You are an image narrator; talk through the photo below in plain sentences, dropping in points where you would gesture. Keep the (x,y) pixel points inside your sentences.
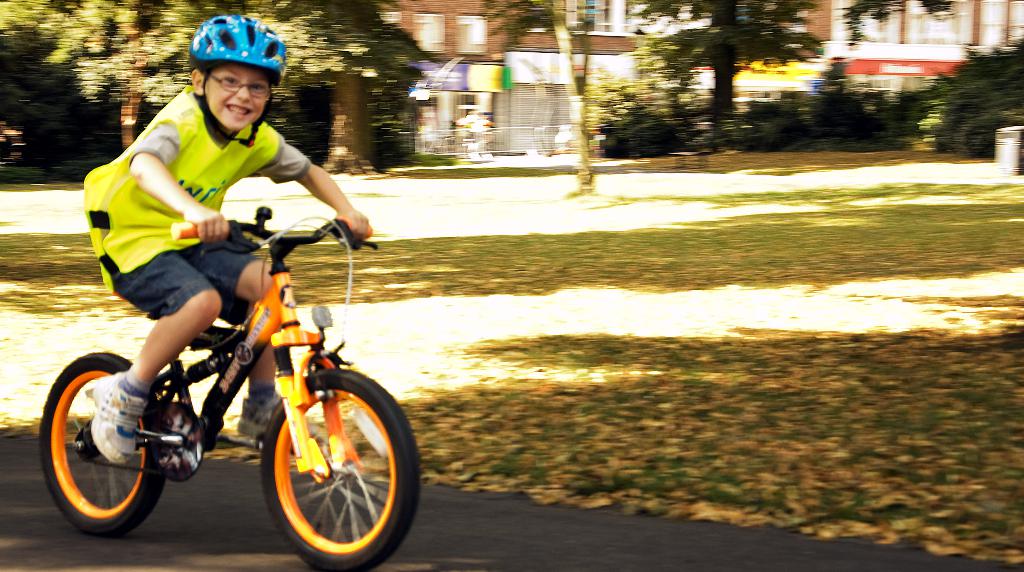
This picture shows a boy (151,229) riding a bicycle (176,383). He is wearing helmet (212,47) and spectacles (224,85). In the background (492,279) there is a open land (667,305) and some trees (393,122) here. Behind the trees (685,130), there are some buildings (490,72) too.
